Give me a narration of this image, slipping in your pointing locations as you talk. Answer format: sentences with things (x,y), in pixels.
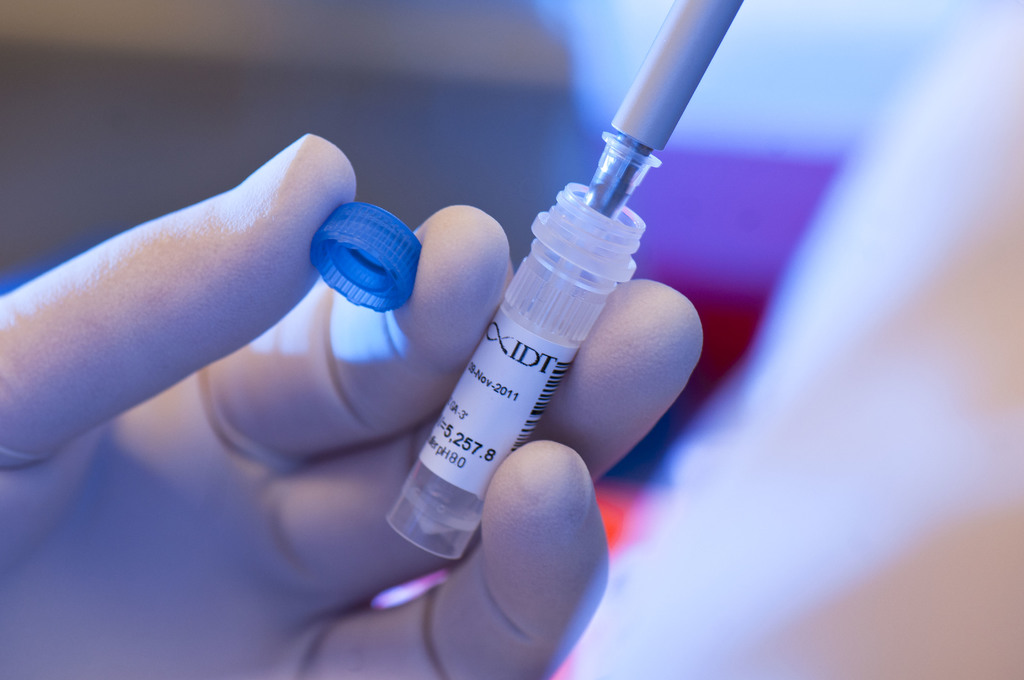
On the left side of the image (257,376) I can see a person's hand (78,488) wearing a glove (157,498) and holding a bottle (510,308) and there is an injection (634,133). On the bottle (476,415), I can see some text (508,383). The background is blurred.
